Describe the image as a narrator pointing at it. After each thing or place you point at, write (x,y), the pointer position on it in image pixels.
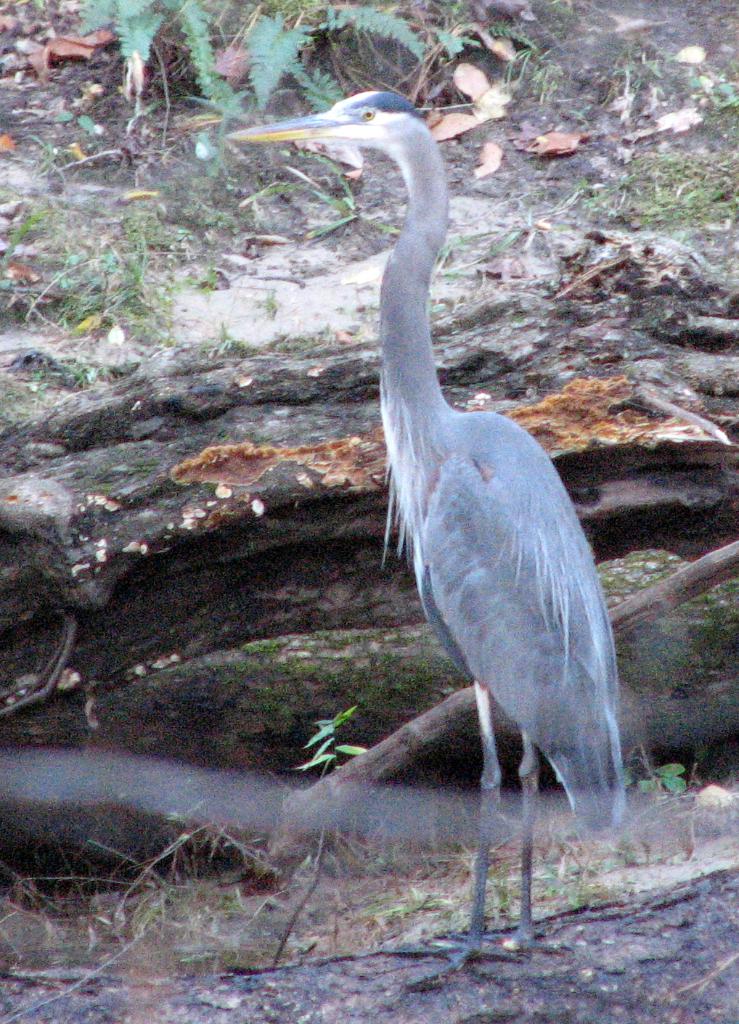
This picture is clicked outside. In the foreground (524,776) we can see a bird (444,483) standing on the ground (576,971) and we can see the green leaves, rocks (624,319) and some other items (312,509).
